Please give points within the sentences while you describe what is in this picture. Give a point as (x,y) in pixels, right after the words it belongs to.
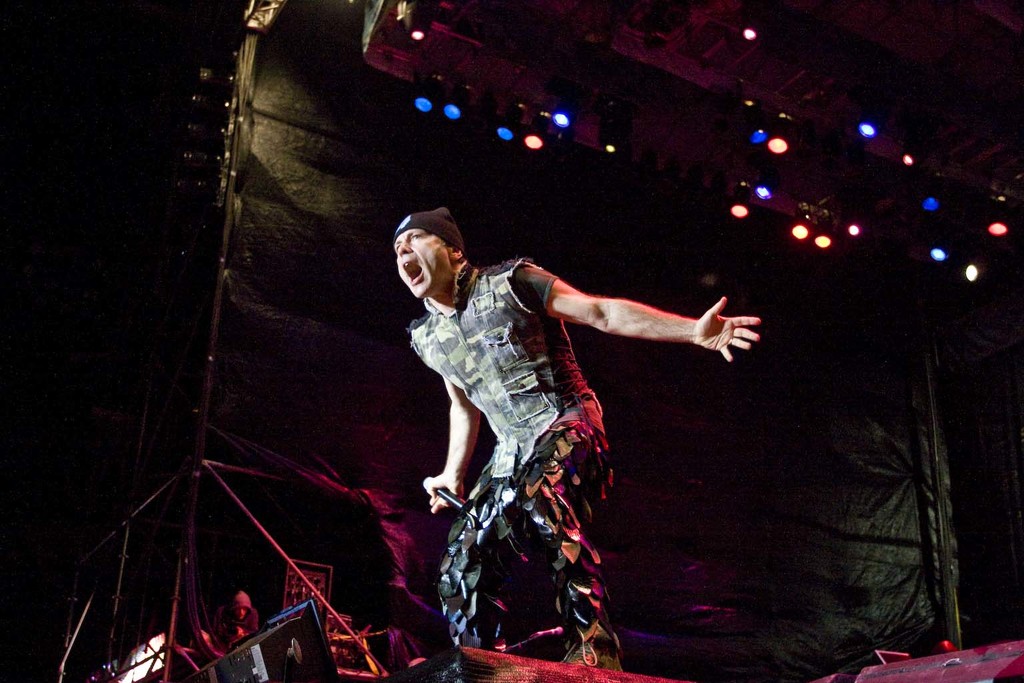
There is a man (485,499) standing and holding a microphone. In the background (289,572) it is dark and we can see person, rods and electrical devices (299,593). At the top (1007,227) we can see lights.
